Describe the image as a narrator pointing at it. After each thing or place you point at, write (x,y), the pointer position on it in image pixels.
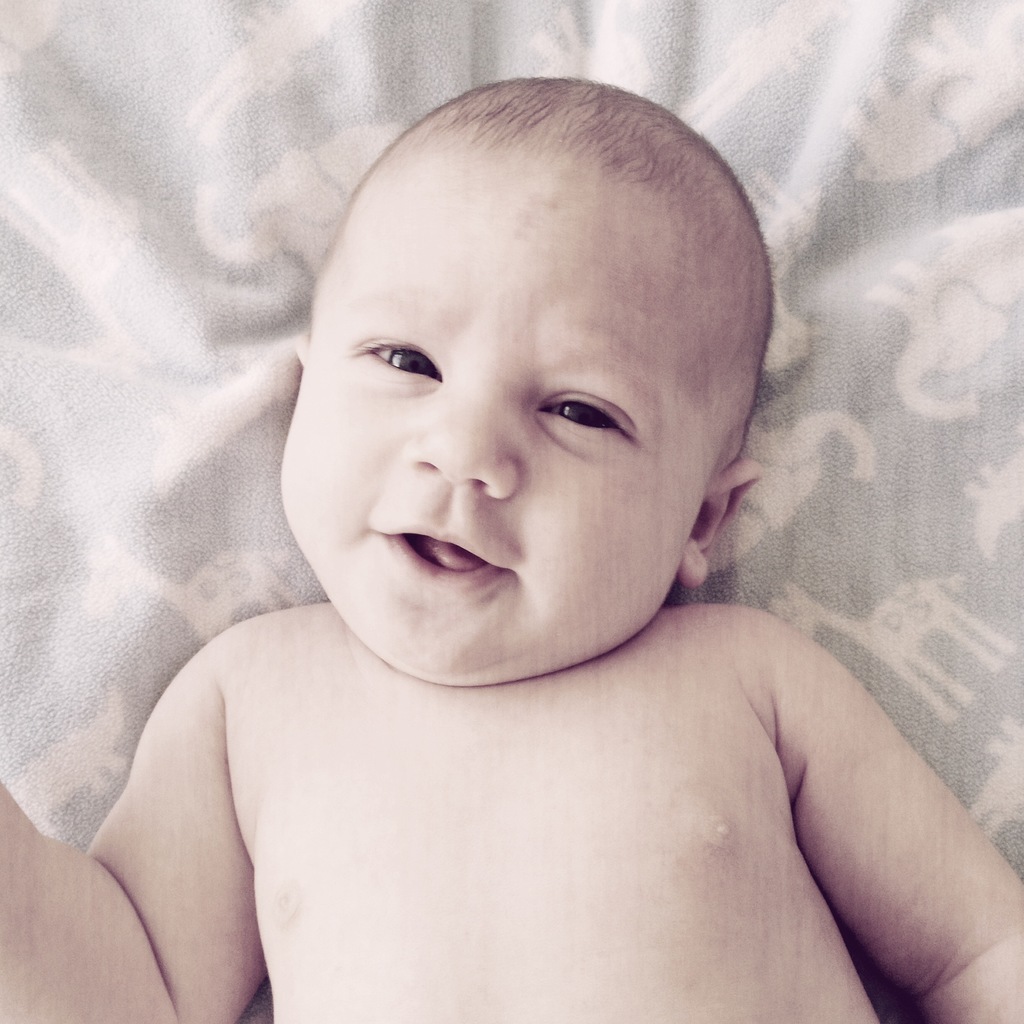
In this picture we can see a baby (796,867) smiling and in the background (869,496) we can see a cloth (811,626).
